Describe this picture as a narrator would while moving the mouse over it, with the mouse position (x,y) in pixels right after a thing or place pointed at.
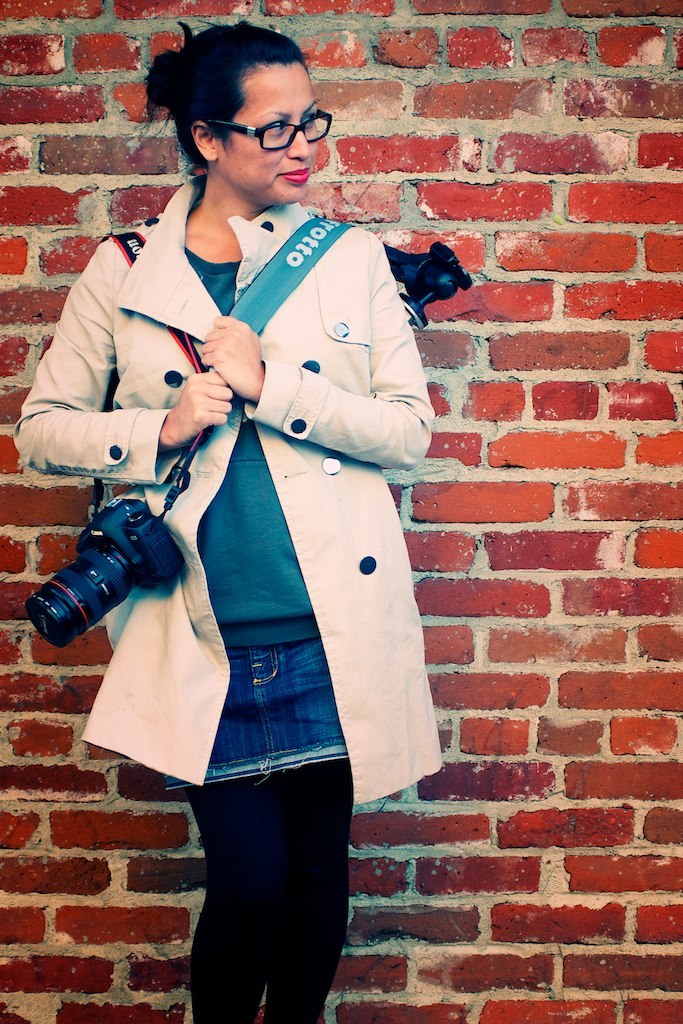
In the picture I can see a woman (229,490) is standing. The woman (235,470) is wearing a jacket (194,303). The woman (208,352) is carrying a camera (152,547) and some other objects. In the background (464,104) I can see a brick wall (519,563).
